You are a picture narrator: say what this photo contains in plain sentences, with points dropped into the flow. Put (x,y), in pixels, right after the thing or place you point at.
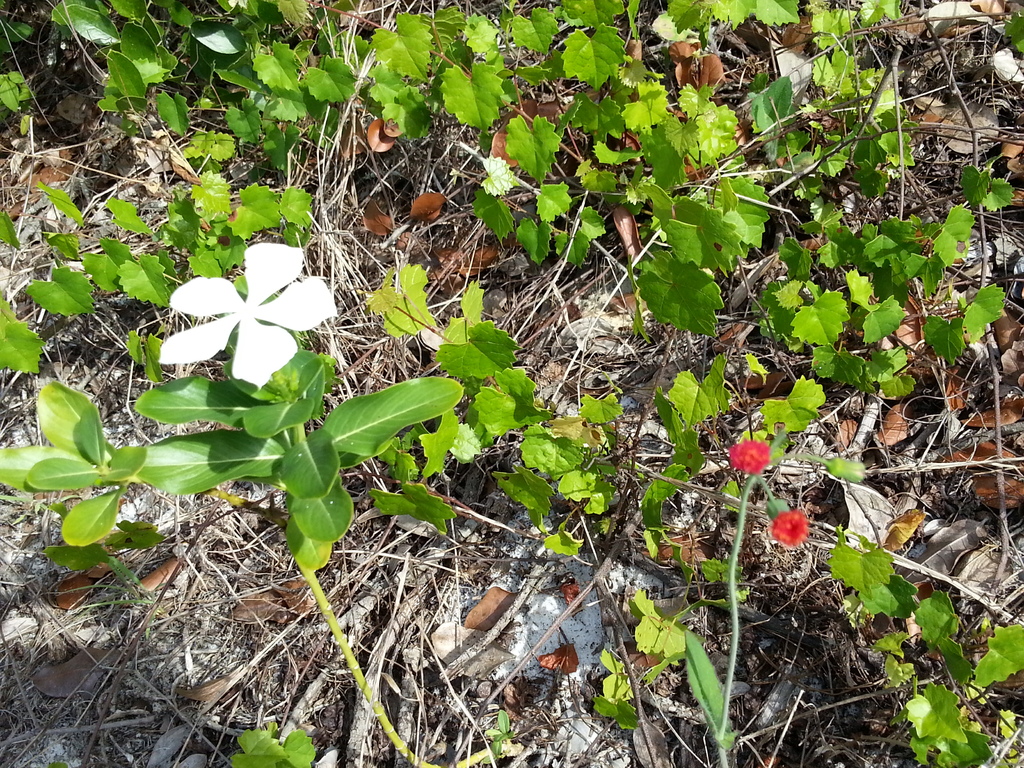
In this image we can see white and red color flowers (306,303) with leaves (515,504) and dry grass (403,210).
